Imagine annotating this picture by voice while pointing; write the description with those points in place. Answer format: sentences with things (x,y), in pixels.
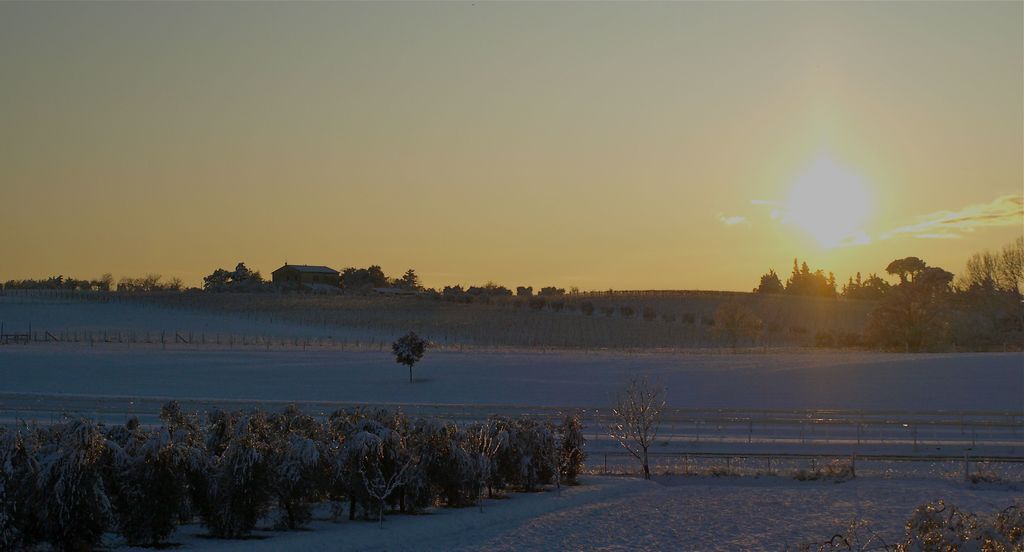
In this image I can see there are trees (414,421) and a snow (729,440). At the side there is a fence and buildings (310,276). And at the top (576,131) there is a sky (571,152).
